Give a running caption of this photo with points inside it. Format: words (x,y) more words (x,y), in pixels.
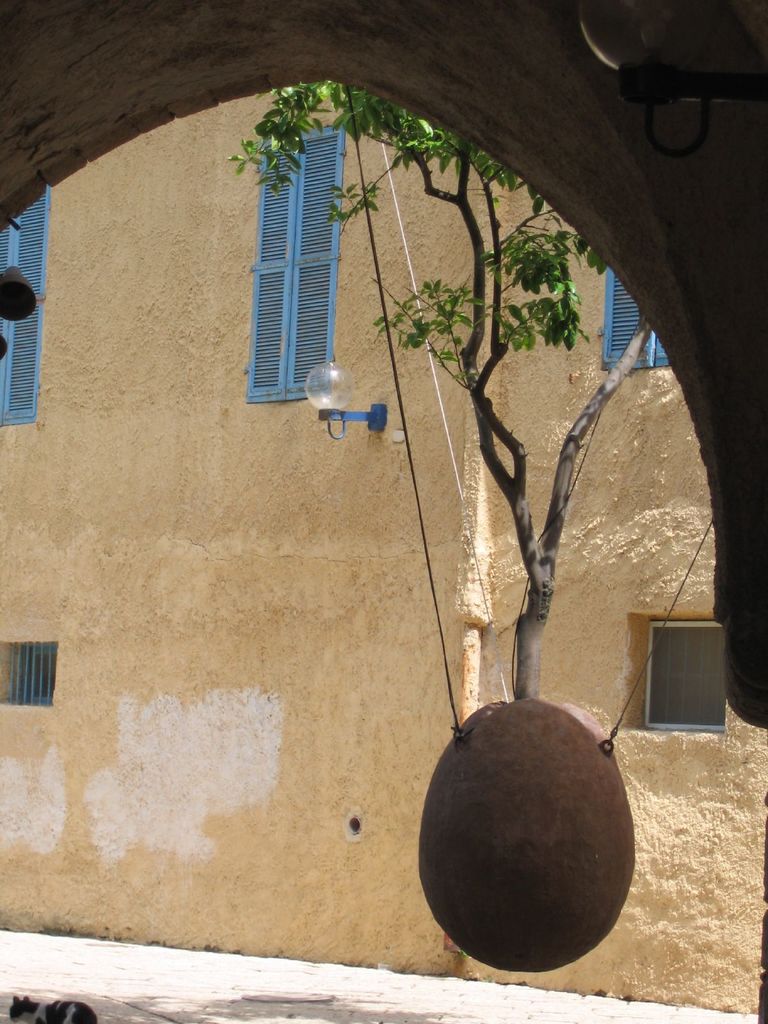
In this picture I can see a building wall (354,473), a tree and a light (332,411) fixed to the wall (324,466) and I can see a rock (478,803) and few metal wires (439,399) holding it and maybe a cat (86,1011) at the bottom left corner of the picture (60,1006).
